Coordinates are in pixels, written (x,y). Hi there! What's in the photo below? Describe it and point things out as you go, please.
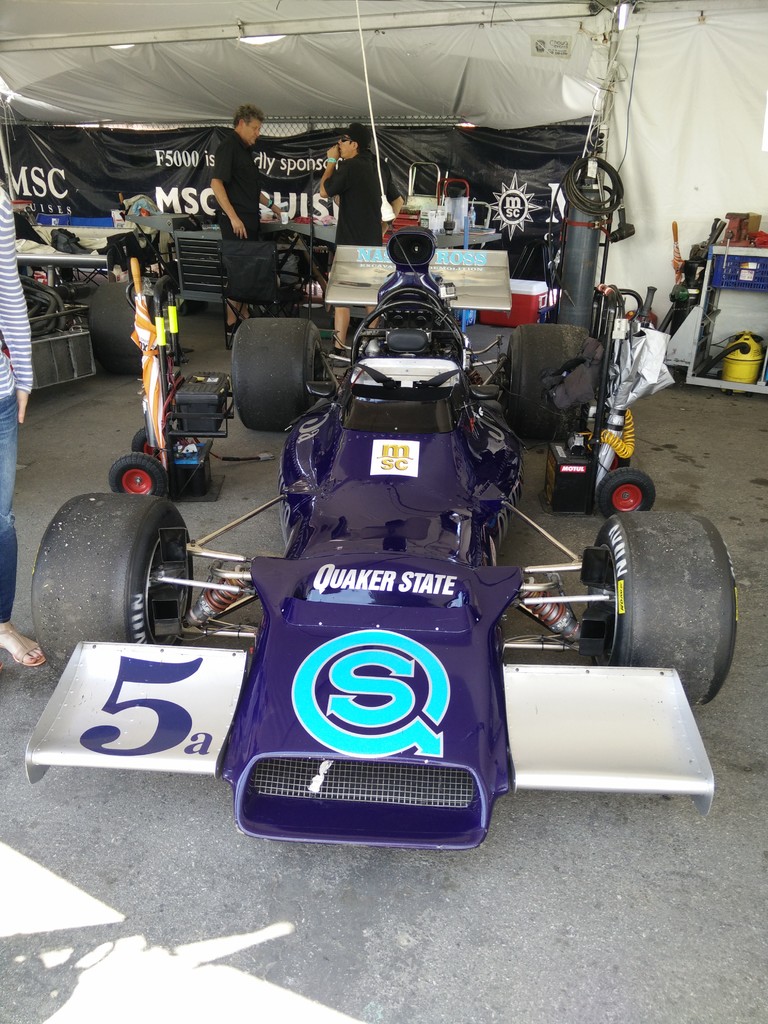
In this picture, we can see a few people (9,276), a vehicle (280,379) on the ground (685,497), we can see some objects (728,367) on the ground (723,394) like tables (709,269), cylinder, and we can see some objects (729,229) on the table (767,253) like spare parts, boxes (532,287), and in the background (717,74) we can see a cloth (712,65) with pole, and we can see a poster (506,176) with some text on it.
